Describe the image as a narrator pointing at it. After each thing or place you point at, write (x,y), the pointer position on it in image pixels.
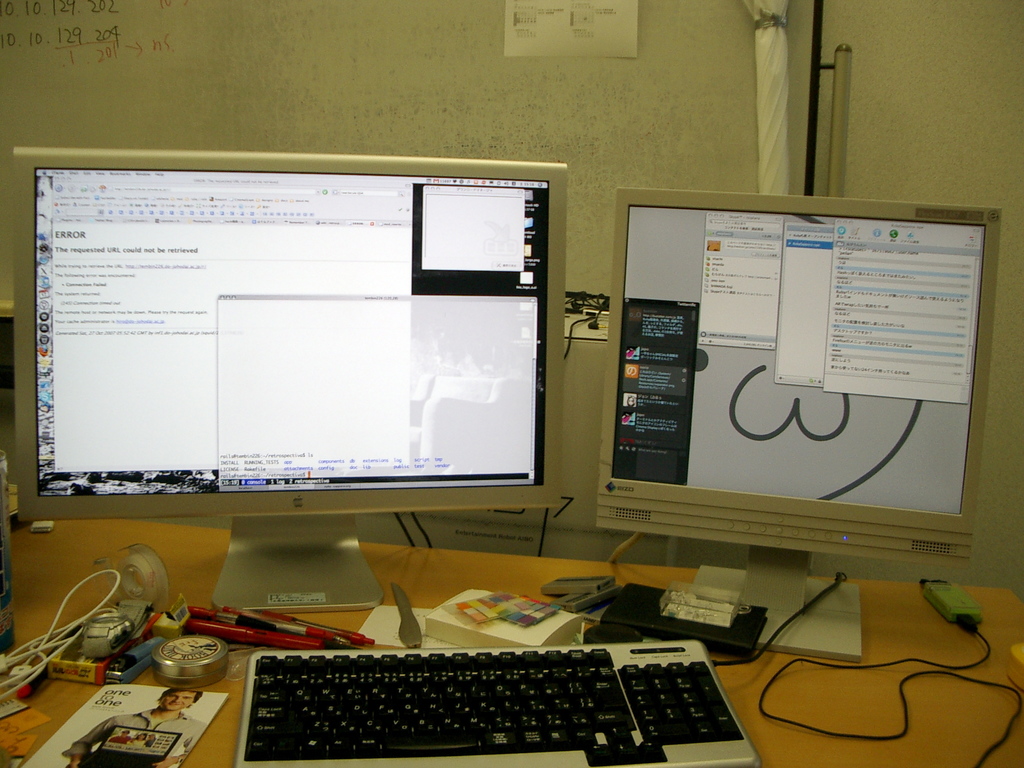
In this image there are two monitors (441,483) on table (439,595) having few pens (279,636) and a book (168,722) having a person image (182,715) on it. There is a keyboard (508,706) on the table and a watch (103,636) on the box (80,673), few wires (24,665). At the background (94,115) there is a wall (637,111) and some plug board (596,318).
